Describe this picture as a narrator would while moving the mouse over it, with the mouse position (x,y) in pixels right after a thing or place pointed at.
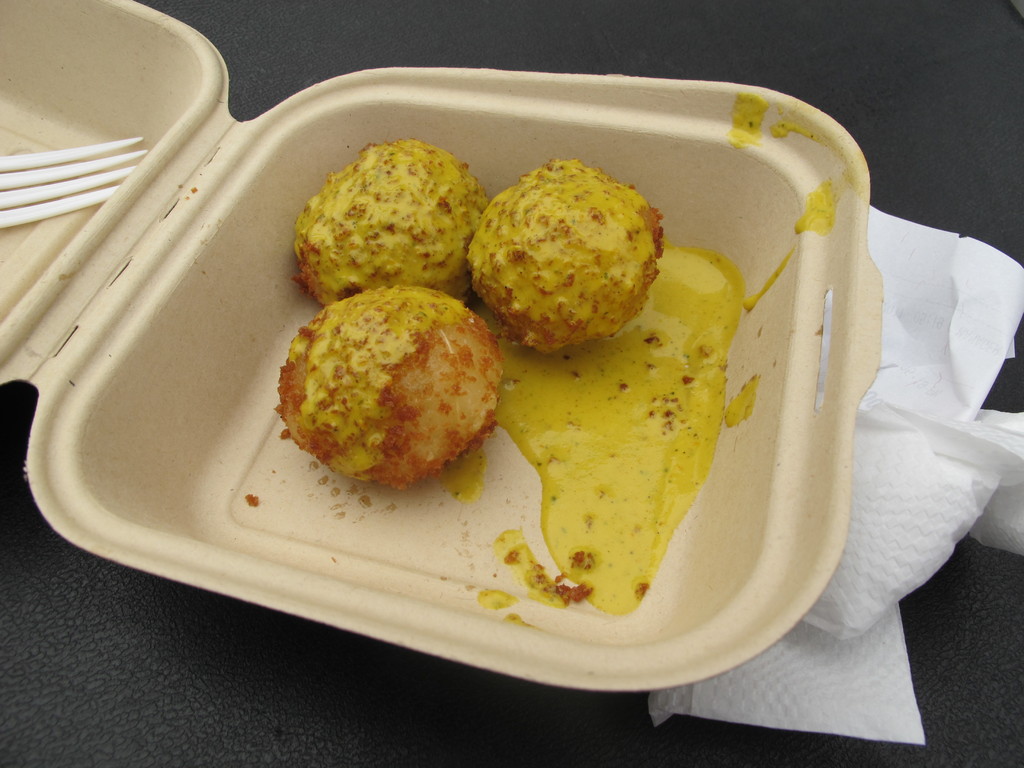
In this image we can see a box (116,222). Inside the box (225,250) there is a food item (473,339) and a fork (70,175). Below the box (866,351) there are tissue papers (850,523). And the box (316,190) is on a black surface (293,637).
